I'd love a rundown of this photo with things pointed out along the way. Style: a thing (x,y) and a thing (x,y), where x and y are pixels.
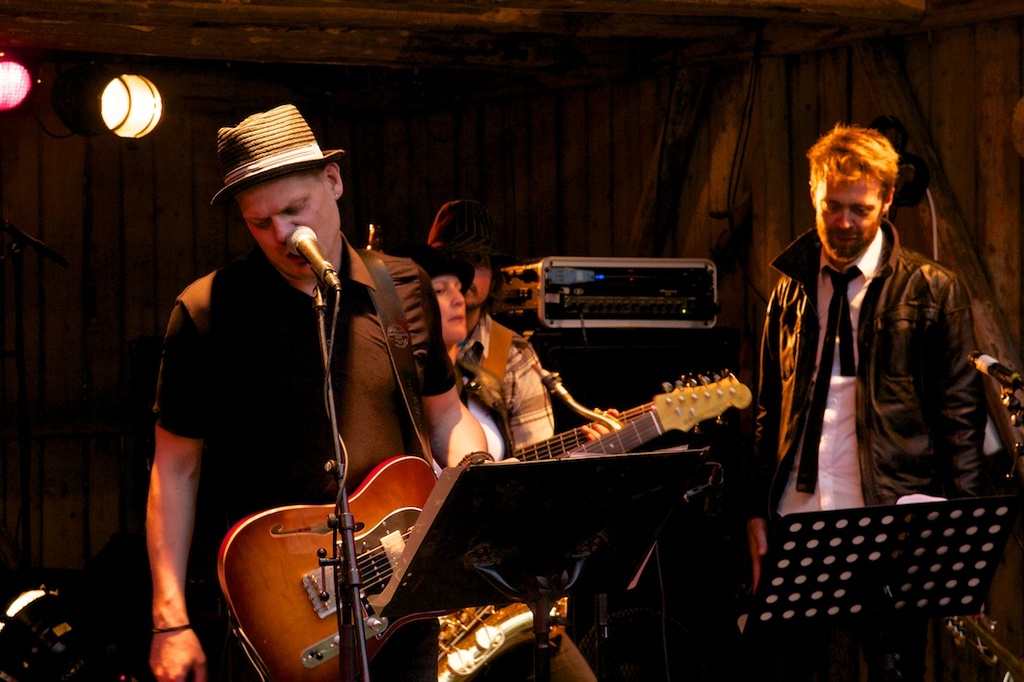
In this image there are group of musicians (496,344). At the right side (867,370) the man (889,385) is standing and looking at the book (890,559) which is in front of him. In the center (471,329) there are two persons (476,330) standing. At the left side (241,358) the man (243,354) with a black colour shirt (255,341) wearing a hat (267,157) holding a guitar (279,551) in his hand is singing in front of the mic (308,250). There is a stand (535,515) and a paper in front of him. In the background (516,155) there is a flood lights (19,97) and wooden wall (144,256).
